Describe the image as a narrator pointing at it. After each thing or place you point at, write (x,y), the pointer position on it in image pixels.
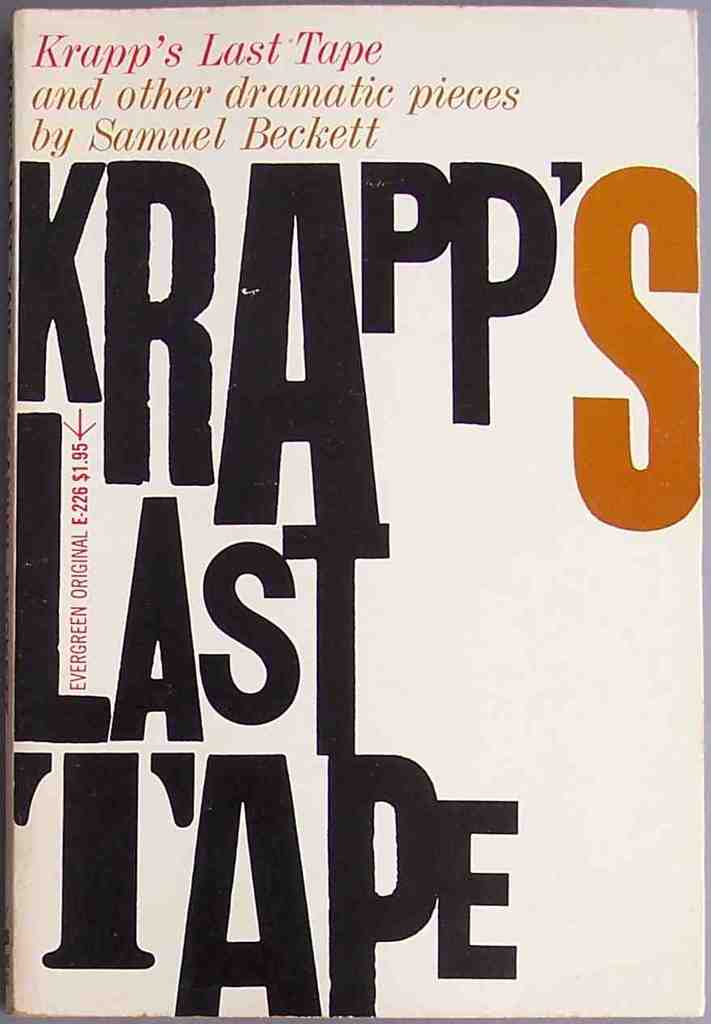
In this picture we can see a book cover (509,636), we can see some text (330,257) here.
